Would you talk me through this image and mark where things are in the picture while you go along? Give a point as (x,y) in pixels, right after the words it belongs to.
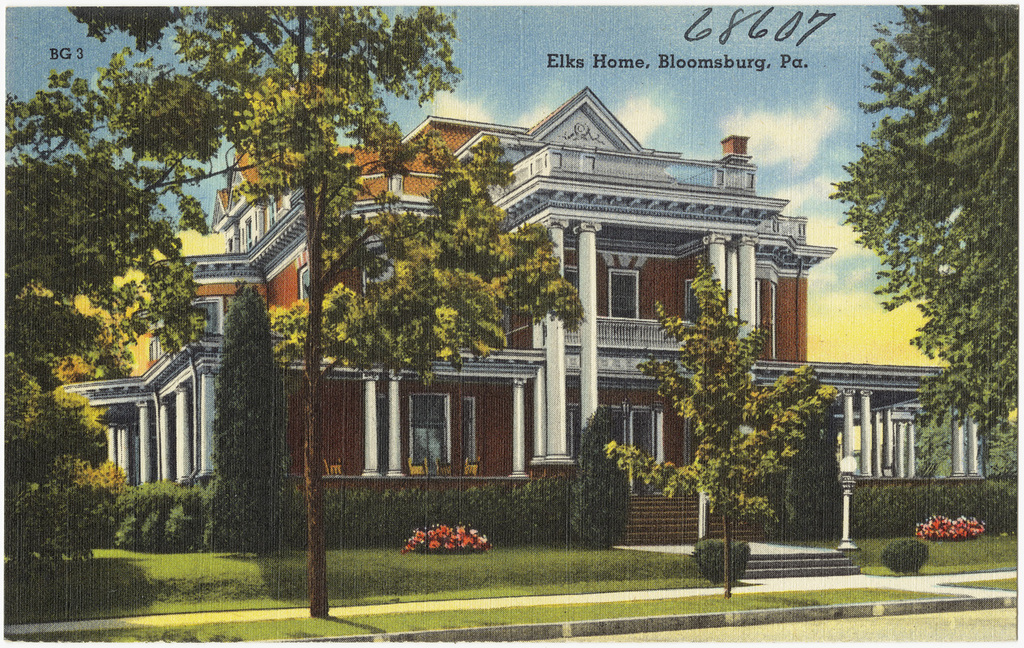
This image is a poster. In the poster there is a building (548,369). There are windows (465,410) and a railing (617,340) to the building (677,343). In front of the building (678,444) there are steps (651,521). There are hedges (475,499) around the walls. In front of the hedges (384,504) there are trees (266,512) and grass (640,581) on the ground (758,598). At the top (498,45) there is the sky (498,45). In the top right (755,37) there are numbers (706,32) and text (678,65) on the image.
